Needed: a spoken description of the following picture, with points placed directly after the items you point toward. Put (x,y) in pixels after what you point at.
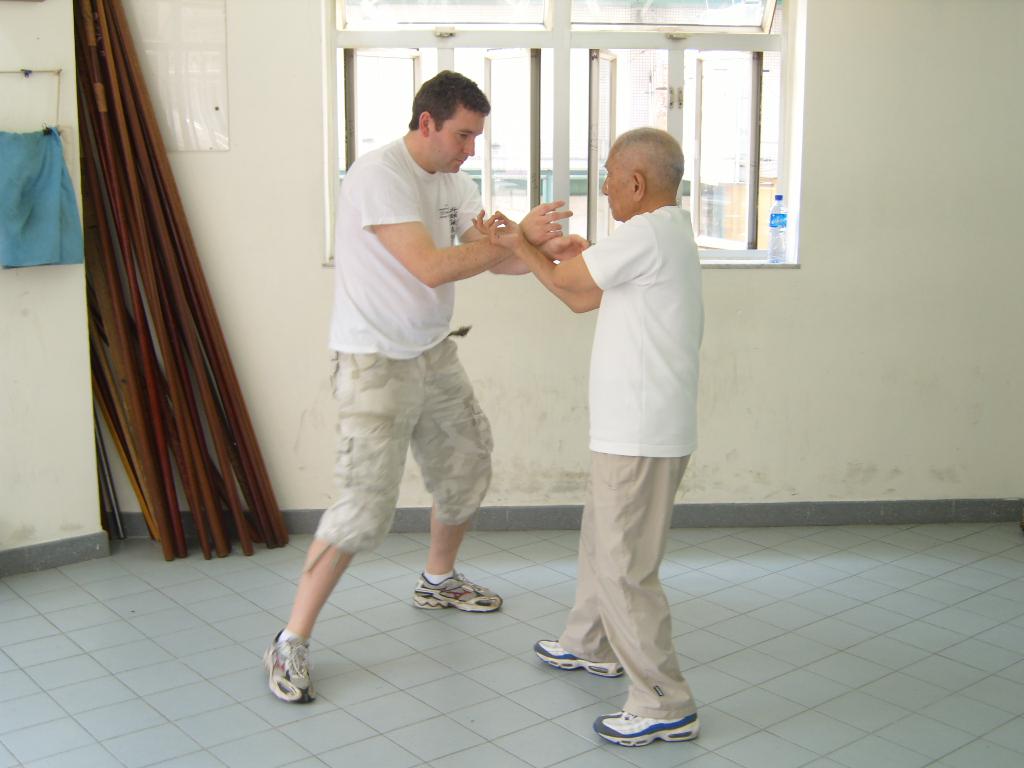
In the center of the image (677,269), we can see two people (553,246) fighting and in the background (129,102), there are rods (89,198) and we can see a poster (183,115) on the wall (193,223) and there is a cloth (17,187) and there are windows (708,122) and a bottle (780,239). At the bottom (690,656), there is a floor (172,662).
